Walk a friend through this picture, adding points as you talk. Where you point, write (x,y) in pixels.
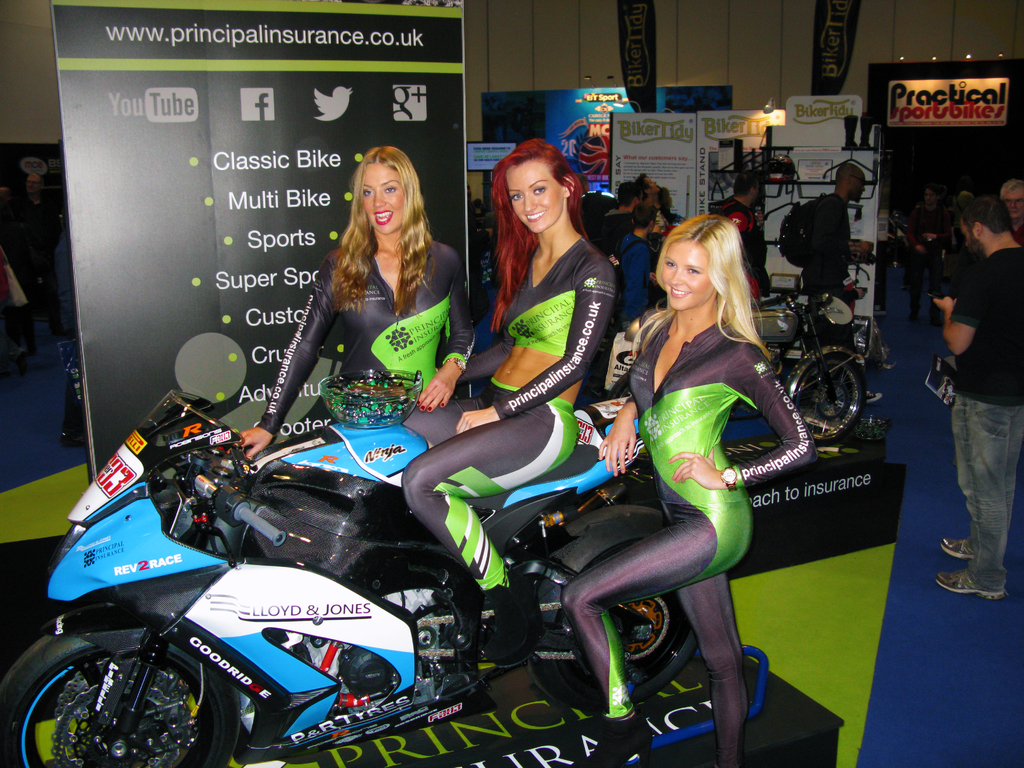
There are three girls (505,342). The girl (689,357) next to the bike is giving a pose and the girl (571,321) in the middle (541,295) is sitting on the bike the girl (422,211) standing next to her is smiling. There is a bowl (373,400) on the bike (400,434). In the background (279,81) there is a board (383,78). There are some men (750,191). we can also find a bike (791,324).
